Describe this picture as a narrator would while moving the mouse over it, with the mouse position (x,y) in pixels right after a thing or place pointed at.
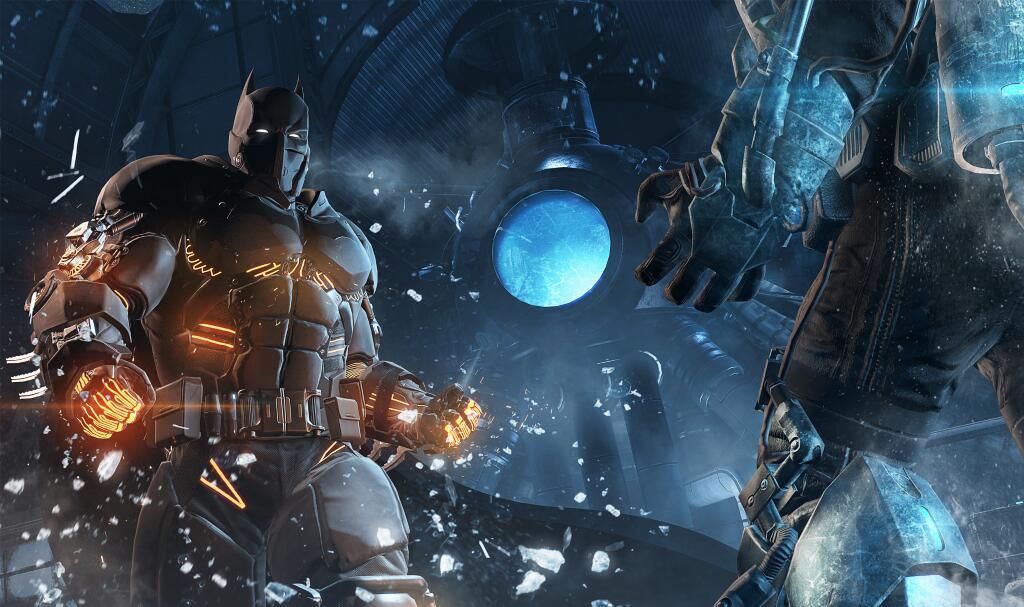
In this image we can see an animated picture of two persons (226,189) wearing dress (345,280) and mask (290,179).
